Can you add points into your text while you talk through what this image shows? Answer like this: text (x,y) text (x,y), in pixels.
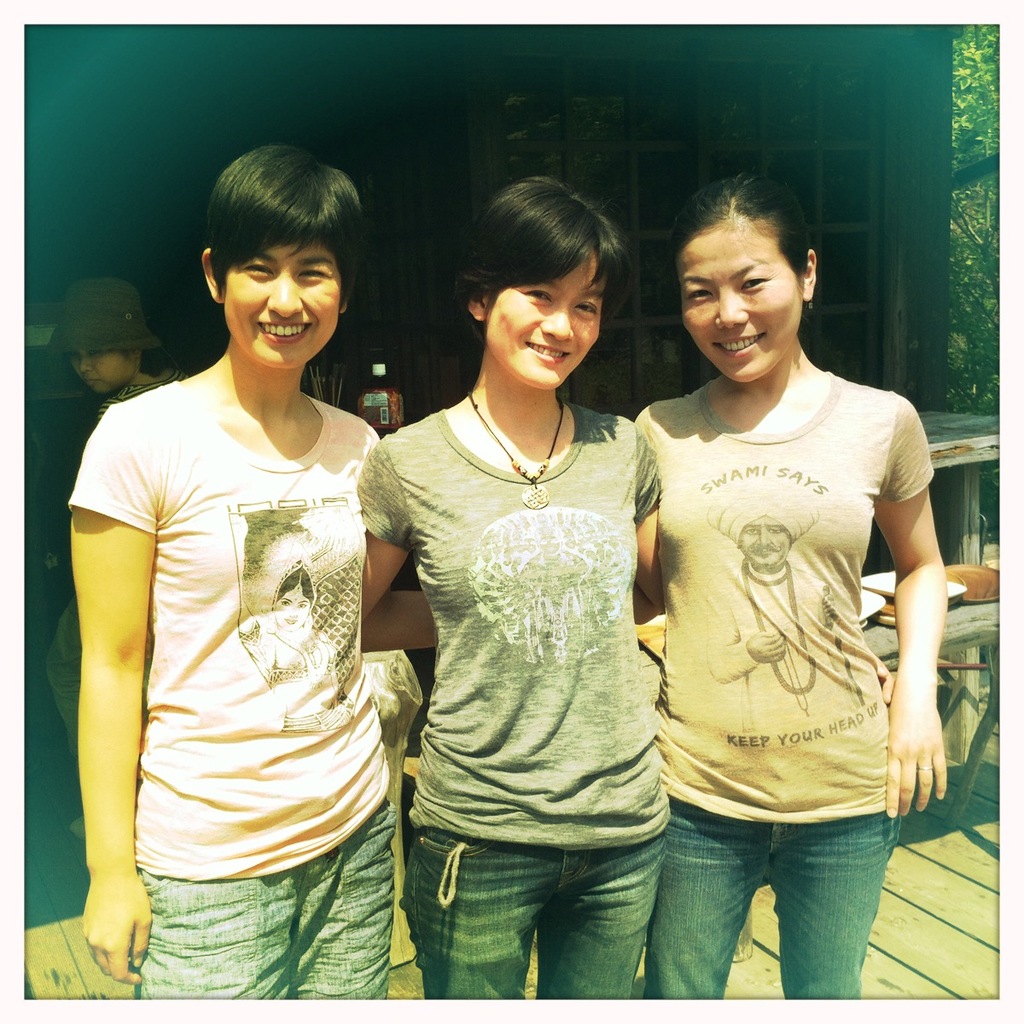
This image consists of three women (540,725) standing. They are wearing T-shirts (109,413) and jeans (563,990). In the background (137,333), we can see another woman (112,354) wearing a hat (109,319). On the right (997,372), there are trees (985,114). The background (162,135) is dark. At the bottom (918,973), there is a floor (919,950) made up of wood (919,950).
